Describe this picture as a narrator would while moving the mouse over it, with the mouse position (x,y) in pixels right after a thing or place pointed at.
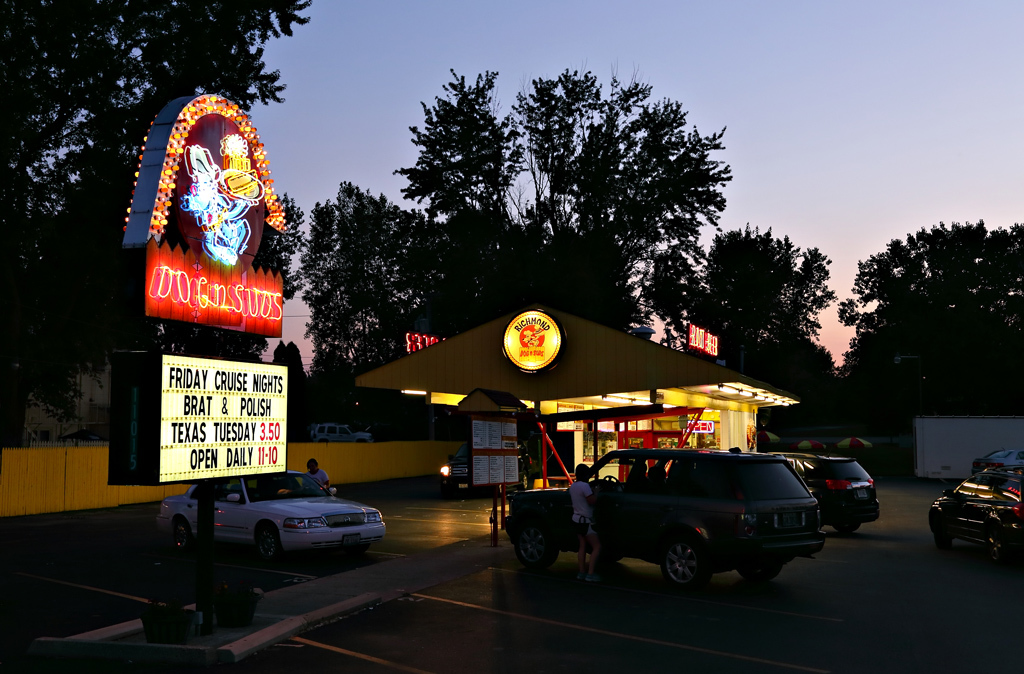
There are some vehicles (356,535) and some persons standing at the bottom of this image (280,482), and there is a shelter (636,437) in the middle of this image (602,430) and there is an advertising board (227,383) on the left side of this image (207,416). There is a wall (336,471) in the background (337,464). There are some trees (449,290) as we can see in the middle of this image (356,285), and there is a sky (519,74) at the top of this image (792,98).
